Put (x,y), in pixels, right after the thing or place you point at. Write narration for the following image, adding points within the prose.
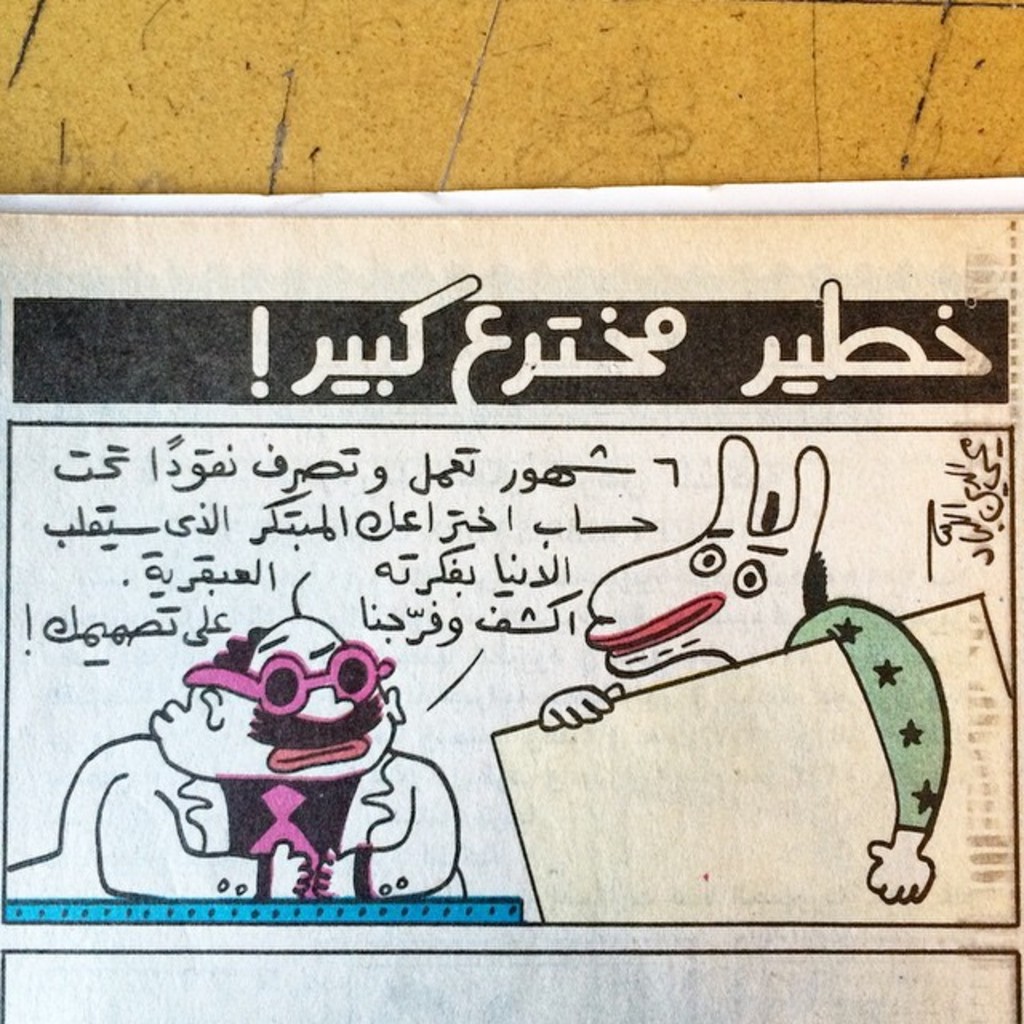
Here I can see a white color board (399,342) on a wooden surface (660,100). On the board (456,683), I can see some text (477,605) and some cartoon images (540,708).
